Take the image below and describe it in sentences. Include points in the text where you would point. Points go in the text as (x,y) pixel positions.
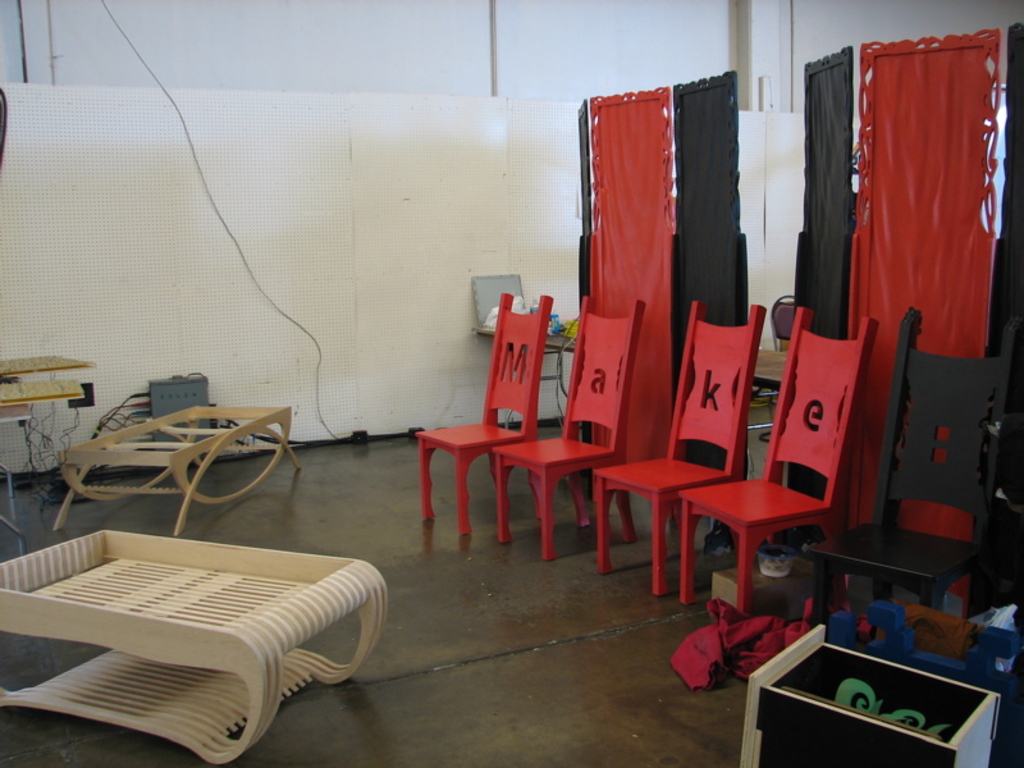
In this image we can see some chairs (972,409), there are tables (102,459), there are some objects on a table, there are some electronic objects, wires (16,483), also we can see some boards (638,171), and the wall (495,217).
